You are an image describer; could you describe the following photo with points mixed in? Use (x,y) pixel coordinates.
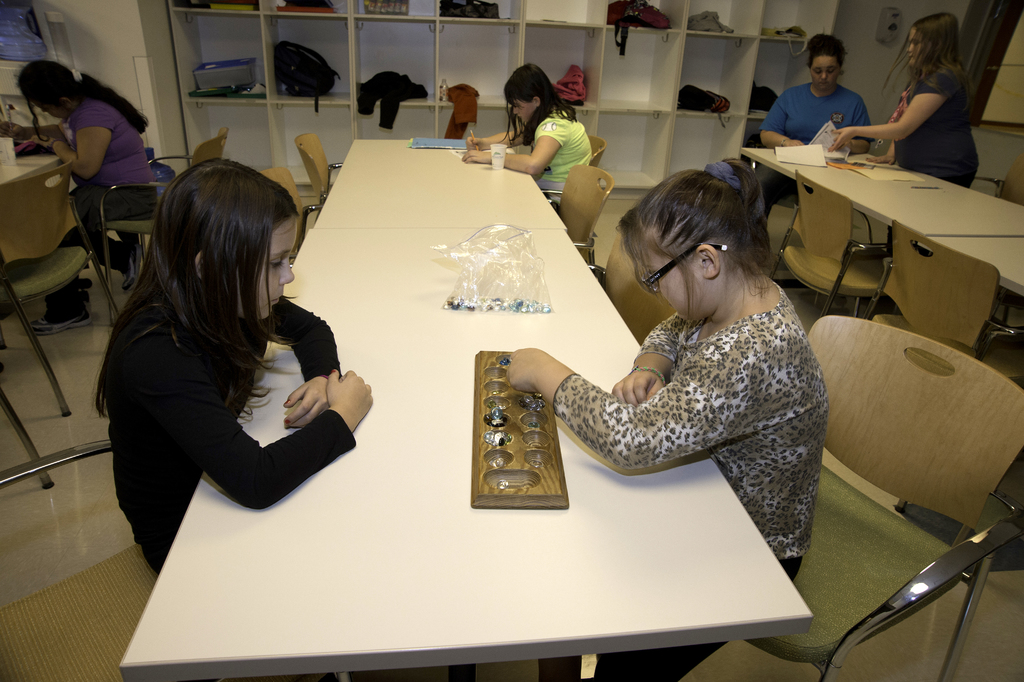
This picture shows two people (651,401) seated on the chairs (817,537) and we see they are playing a game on the table (299,276) and we see backpacks (293,80), books (233,95) in the shelf (484,115).
